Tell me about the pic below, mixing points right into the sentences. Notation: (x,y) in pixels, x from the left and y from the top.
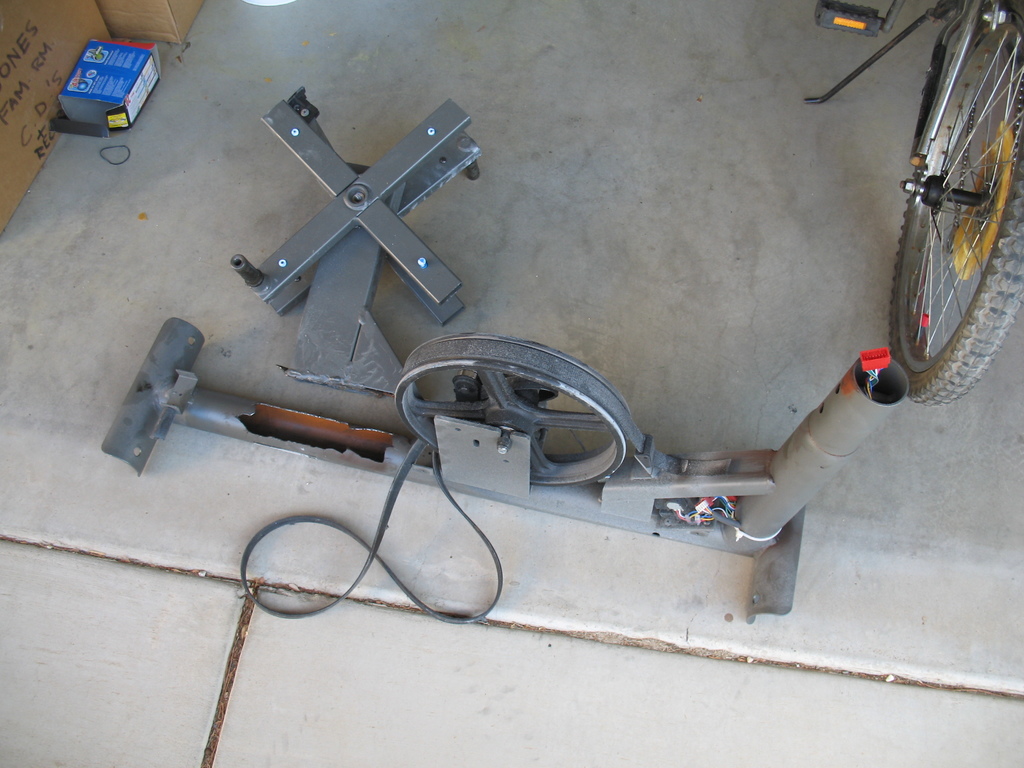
In this image I can see a machine (483,396) on the ground (511,297). In the top right corner (963,204), I can see a part of a bicycle (941,236).
